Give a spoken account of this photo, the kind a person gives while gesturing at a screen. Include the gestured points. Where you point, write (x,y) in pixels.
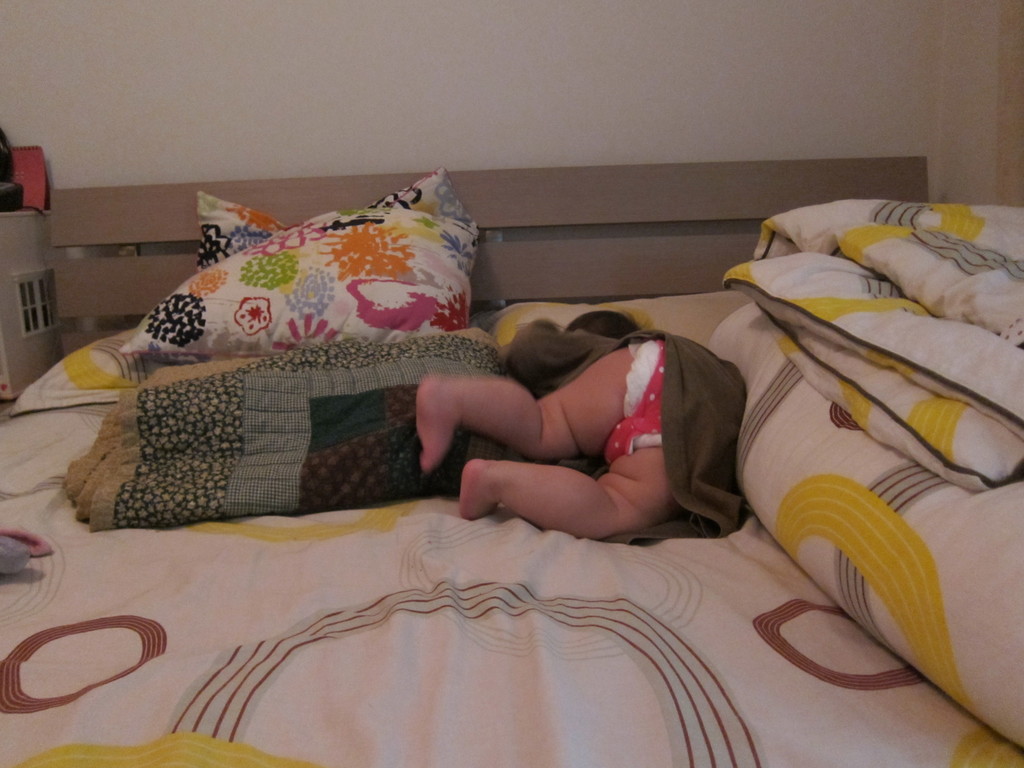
In this image there is a kid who is playing on the bed (757,482).
